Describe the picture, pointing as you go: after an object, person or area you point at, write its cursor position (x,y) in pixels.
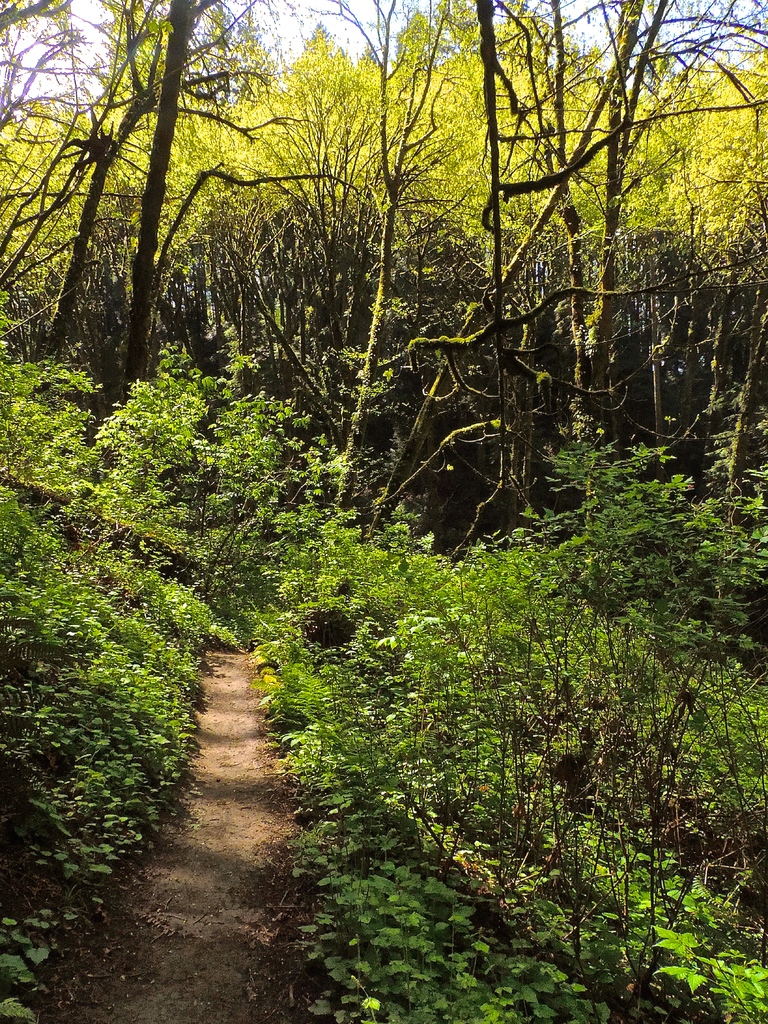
In this image there are trees (359,416) and plants (330,595). In the middle of the image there is a path (207,898).
